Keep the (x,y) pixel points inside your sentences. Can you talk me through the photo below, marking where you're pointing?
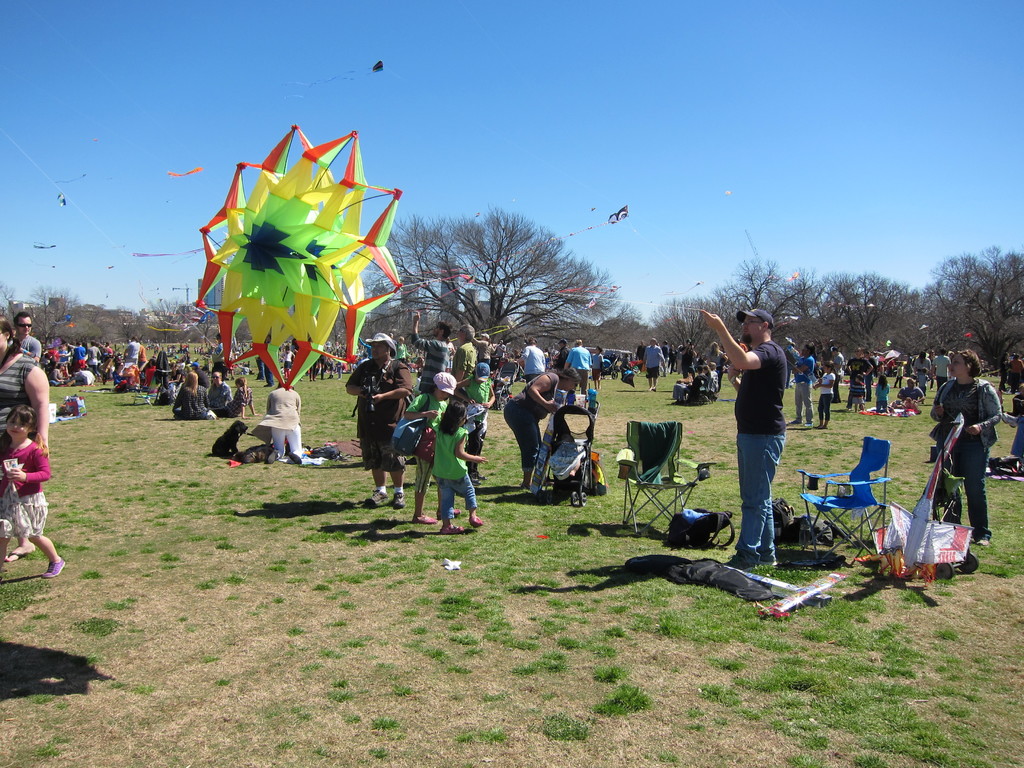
Sky (593,93) is in blue color. Here we can see kites (220,320), people (566,356), chairs (832,475) and objects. Far there are trees (427,295). Land (276,508) is covered with grass (708,645).
